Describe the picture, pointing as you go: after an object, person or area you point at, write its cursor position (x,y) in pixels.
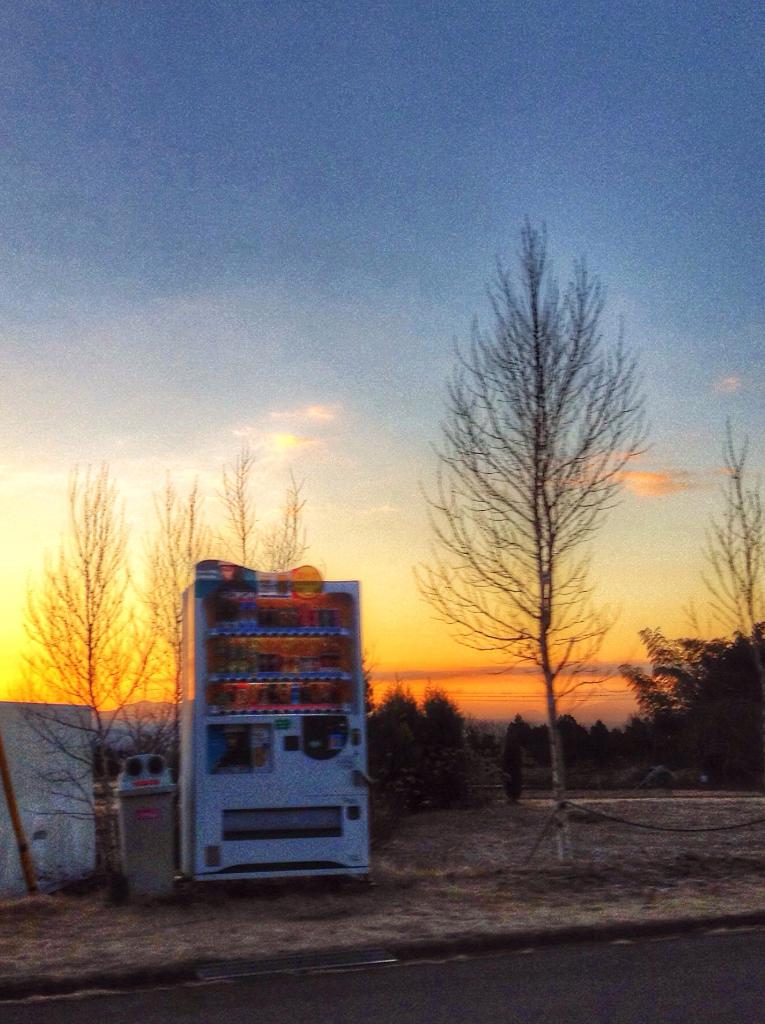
In this image we can see a few objects (326,770), trees (529,764) and the wall (79,825), in the background (391,263) we can see the sky (201,177).
